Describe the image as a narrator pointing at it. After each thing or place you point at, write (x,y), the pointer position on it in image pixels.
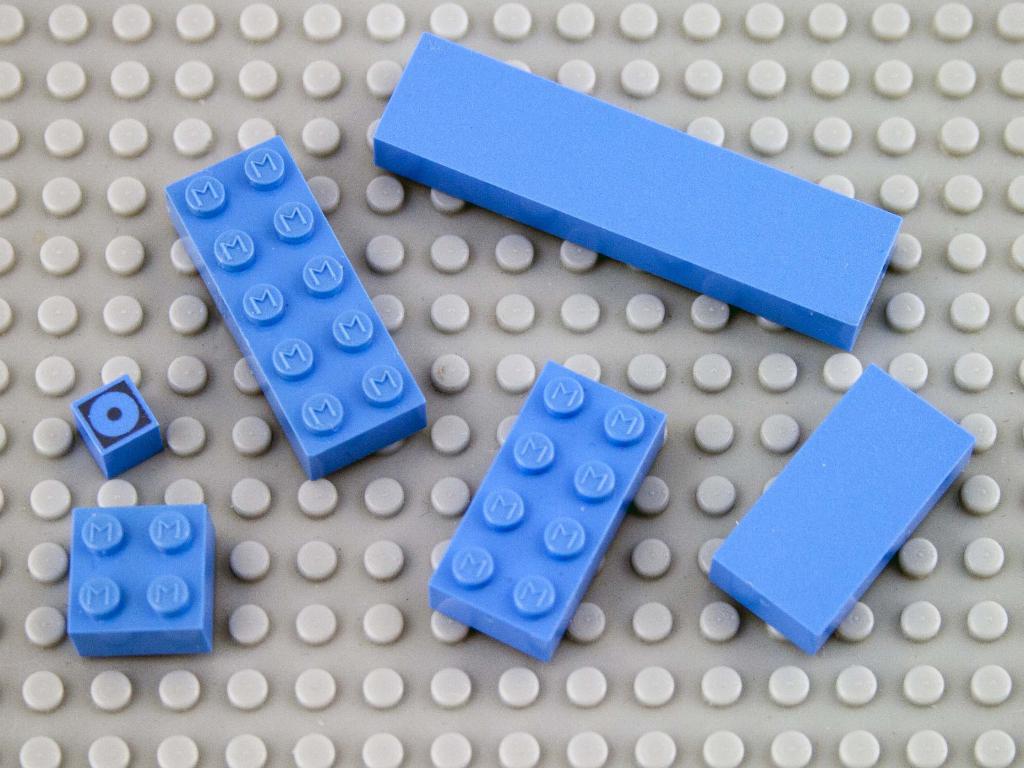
In this image I can see few blue colored building blocks (406,385).
